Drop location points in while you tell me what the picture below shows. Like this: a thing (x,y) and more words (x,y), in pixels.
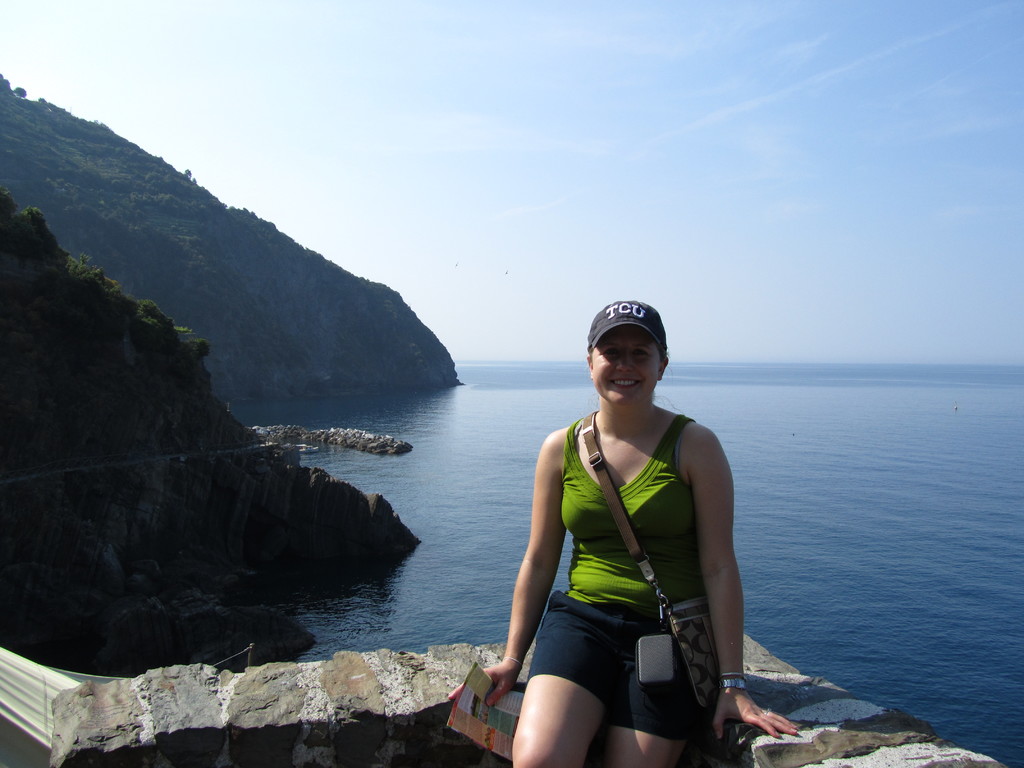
In the picture there is a woman (577,465) sitting on a stone surface (870,741) in the foreground (567,608) and behind the woman (540,651) there is a mountain (292,245) and beside the mountain (340,331) there is a water surface (492,435).
